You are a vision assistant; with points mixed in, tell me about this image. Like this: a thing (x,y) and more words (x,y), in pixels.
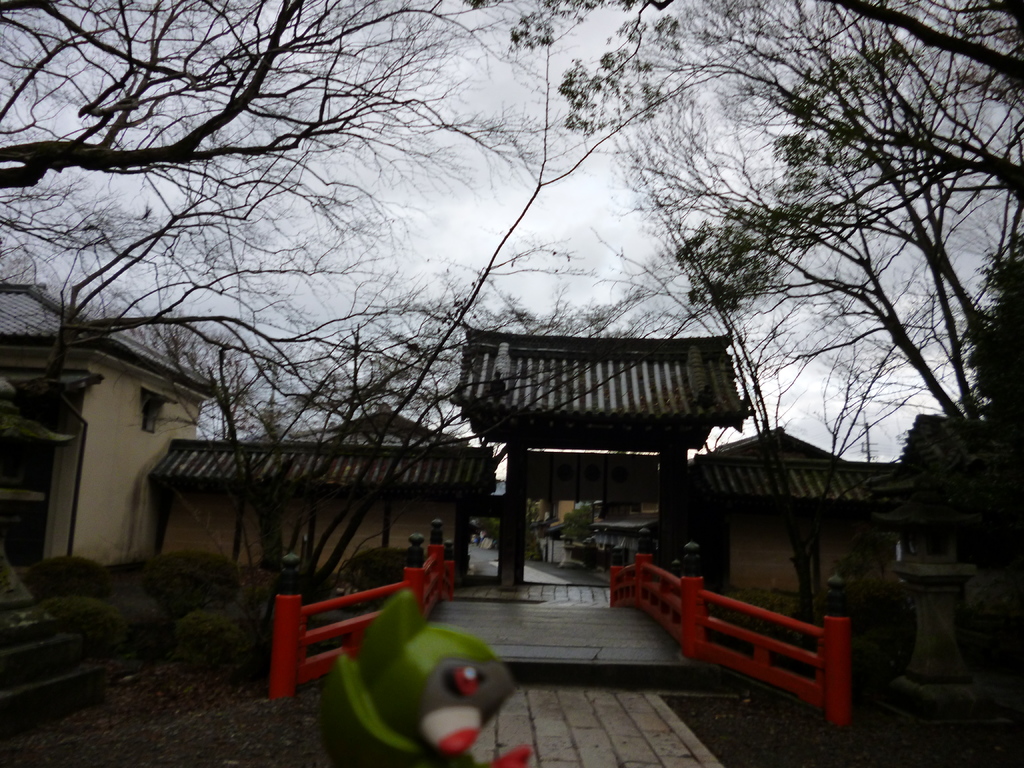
In this image we can see a toy (392,702). There is a bridge (312,632). In the background of the image (534,450) there are houses (131,409), trees (437,348). At the bottom of the image (171,721) there are dried leaves (206,757) and pavement (665,748). At the top of the image (489,145) there is sky (479,148).
